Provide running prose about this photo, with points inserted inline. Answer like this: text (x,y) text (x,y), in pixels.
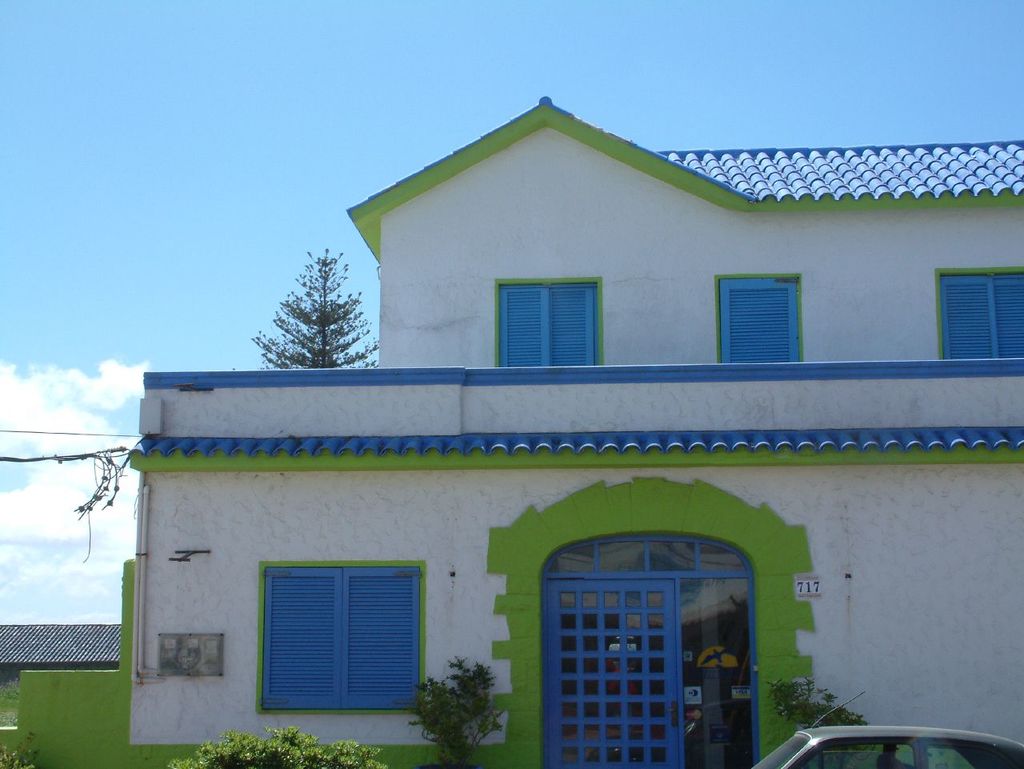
There is a house (393,550), it is of blue white and green color and in front of the house (983,586) is a car (878,729) and there are few plants (795,693) in front of the house wall (923,675).
